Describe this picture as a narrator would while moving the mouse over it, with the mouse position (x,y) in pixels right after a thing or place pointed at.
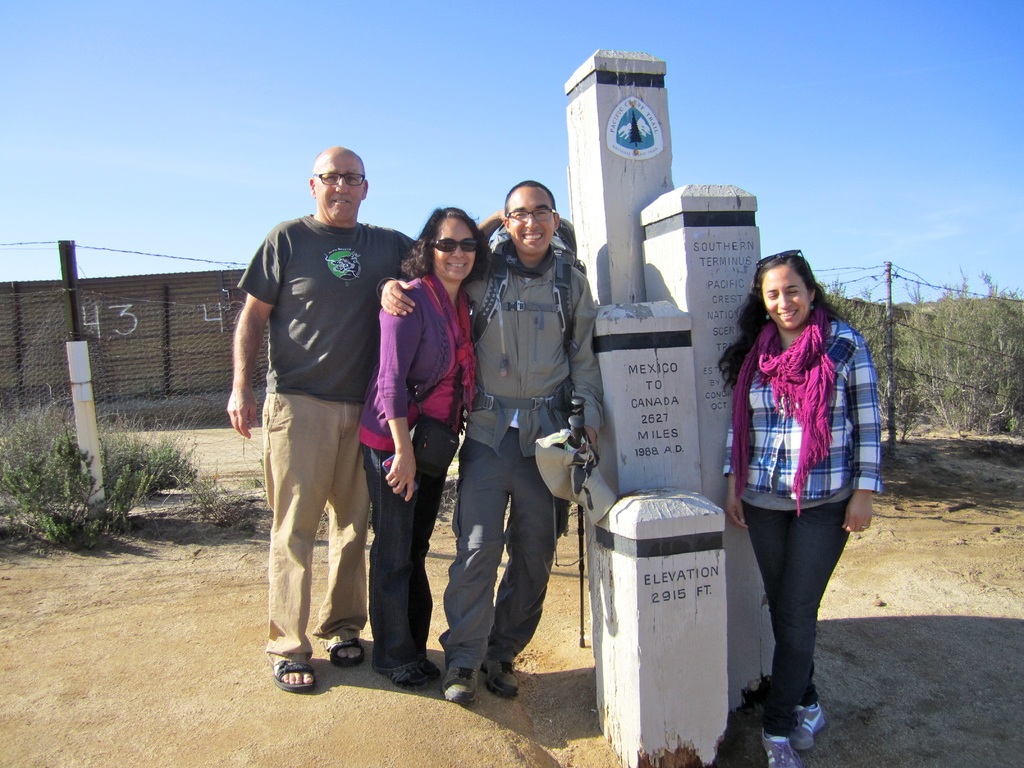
In this image there are three persons (437,353) standing on the floor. Beside them there are stones (663,397). On the right side (798,445) there is another woman (780,470) standing on the floor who is wearing the scarf (778,389) is also standing beside the stones (680,368). In the background (165,355) there is a fence (165,350). Behind the fence (181,307) there's a wall (184,289). At the top (225,65) there is the sky (264,53). On the right side (949,332) there are plants (977,335) in the background (977,338). On the stones (692,476) there is some text (690,567).
